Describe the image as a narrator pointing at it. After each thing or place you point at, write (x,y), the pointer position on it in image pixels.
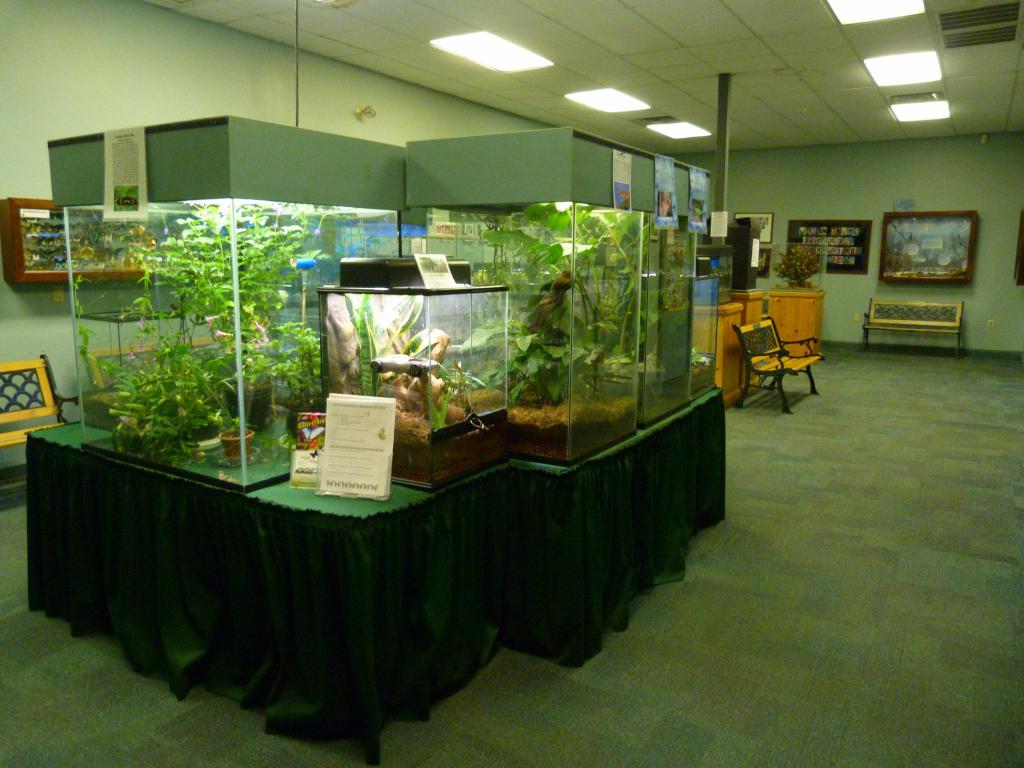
In the picture I can see benches (936,305), plants (534,302) in glass objects (524,395), lights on the ceiling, objects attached to walls (1019,288) and some other objects (405,516).
